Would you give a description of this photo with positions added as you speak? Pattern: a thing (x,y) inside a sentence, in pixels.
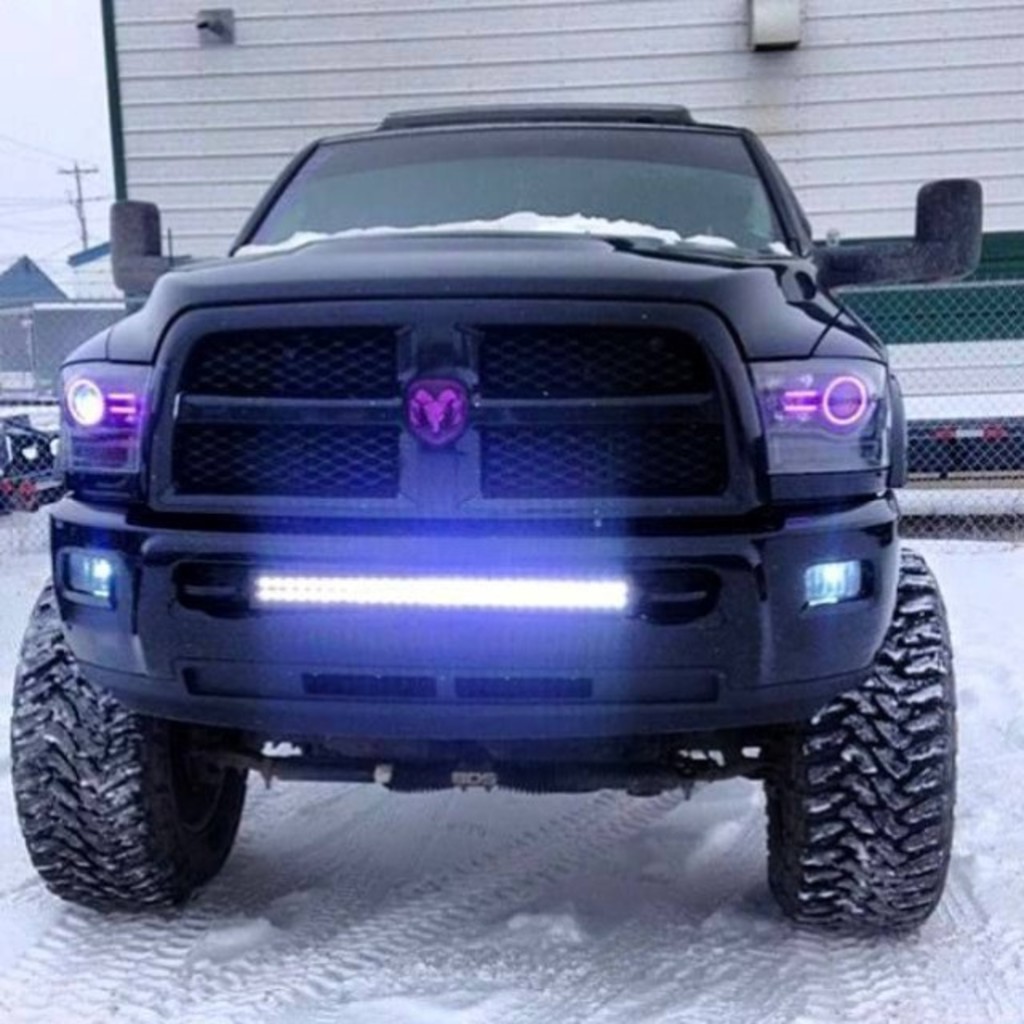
In the center of the image (468,549) we can see a vehicle (768,535). In the background of the image (20,344) we can see a house (38,287), shutter (610,32), mesh (898,359), vehicles (10,477), pole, wires (67,204). In the top left corner (45,112) we can see the sky (57,49). At the bottom of the image (518,949) we can see the snow (393,859).
